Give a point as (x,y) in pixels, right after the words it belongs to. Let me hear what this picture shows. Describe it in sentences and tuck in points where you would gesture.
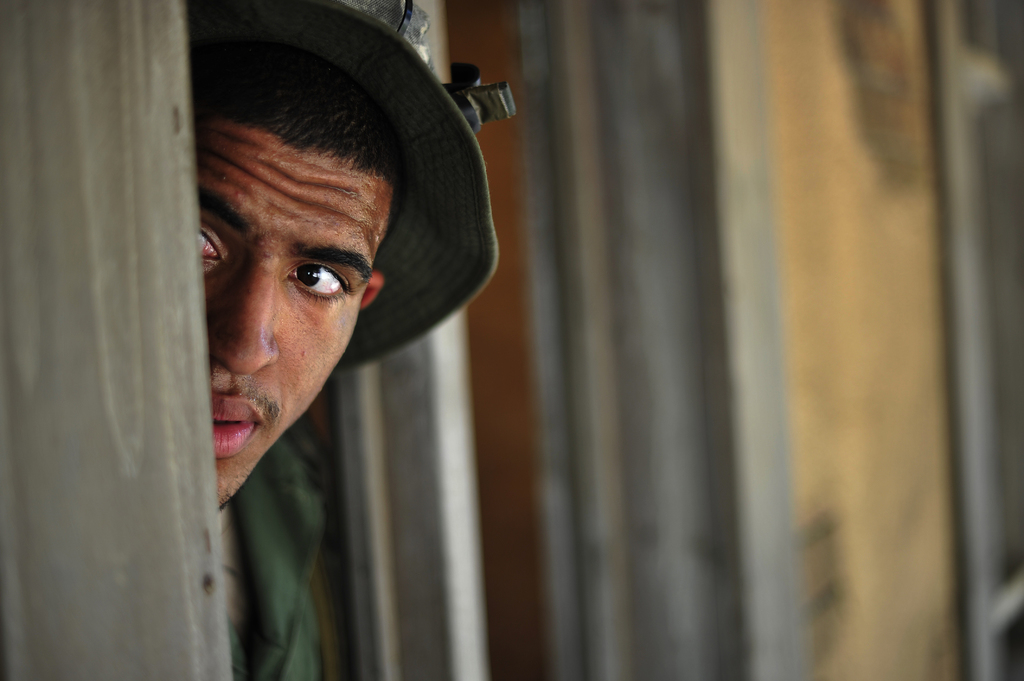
On the left side of this image (275,341) there is a man (269,244) behind a wooden plank (118,342). He is wearing a cap (407,140). In the background (581,312), I can see few wooden planks (612,455).
